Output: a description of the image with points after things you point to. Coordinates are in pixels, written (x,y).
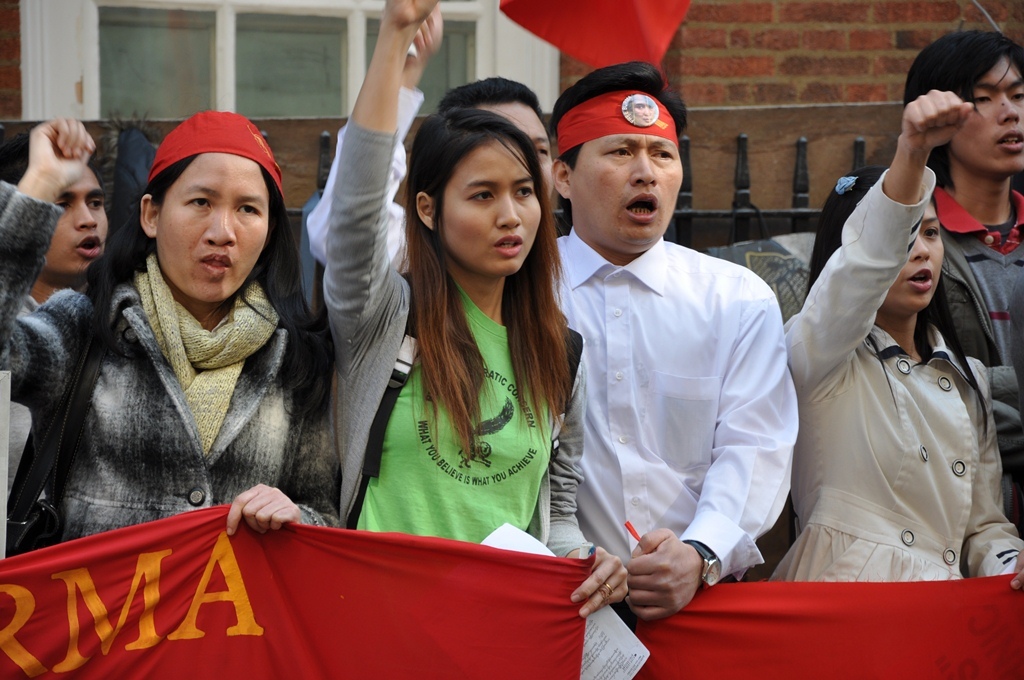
In the center of the image (542,301) we can see a few people (549,355) are standing and they are holding one banner (328,589). And the middle person (471,525) is holding papers (607,614). And few people (527,425) are wearing bags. In the background (323,107) there is a wall (765,58), window (343,83), fence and a few other objects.
